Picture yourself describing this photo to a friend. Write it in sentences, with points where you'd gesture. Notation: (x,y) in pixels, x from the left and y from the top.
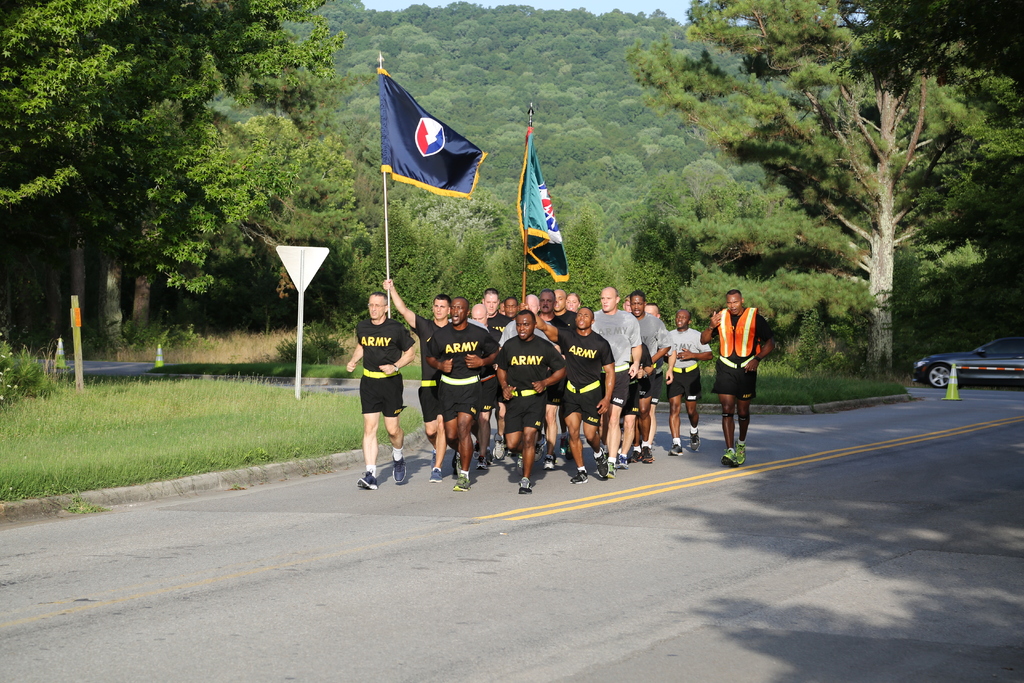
In this image, we can see a group of people (645,408) running on the road (430,530). Two persons (582,319) holding poles (524,302) with flags (424,178). In the background (480,201), there are plants (9,355), grass (211,372), poles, traffic cones (952,393), trees (572,179) and the sky (576,2). On the right side of the image (952,355), there is a vehicle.
